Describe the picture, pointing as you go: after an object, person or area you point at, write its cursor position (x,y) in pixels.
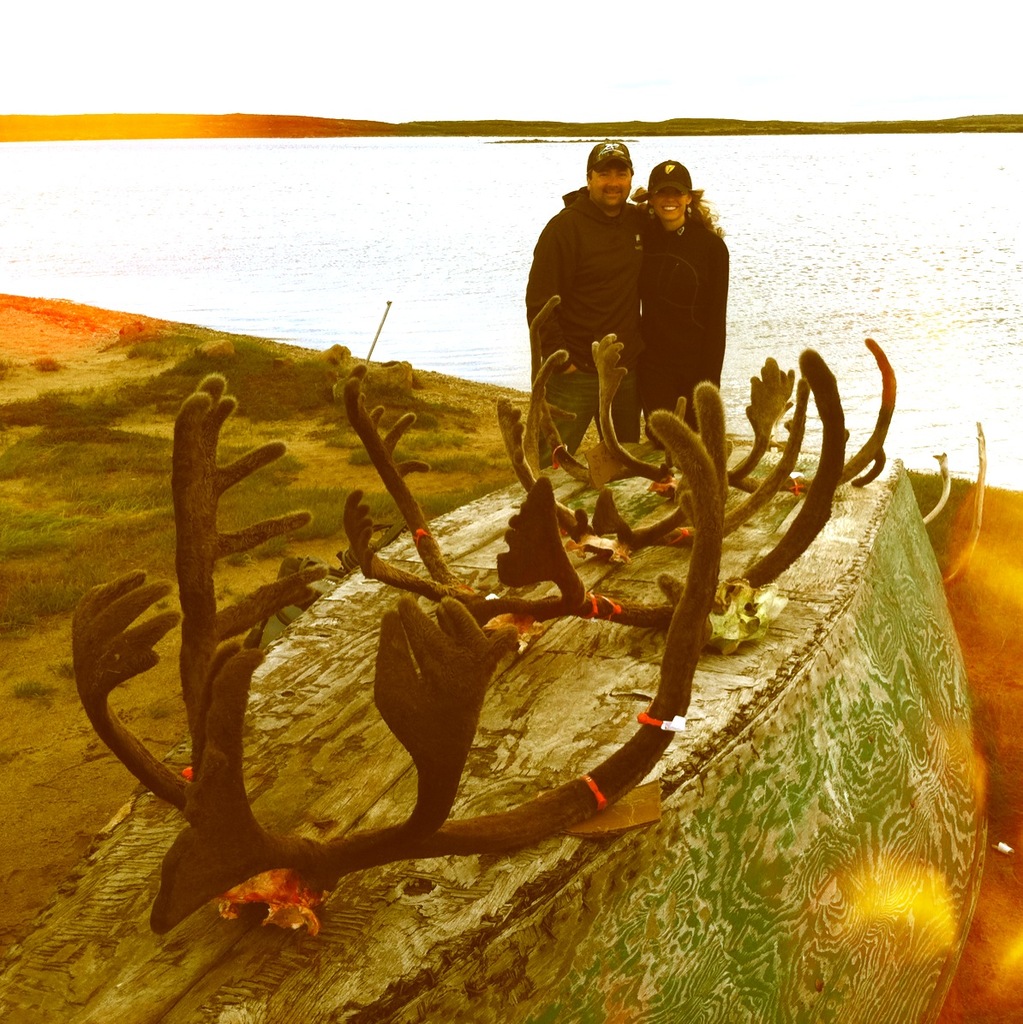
In the foreground (607,419) I can see two persons (674,300) are standing on grass (437,450), some objects (426,621) and water (909,159). In the background (495,100) I can see hills (876,125) and the sky (307,65). This image is taken may be during a day.
